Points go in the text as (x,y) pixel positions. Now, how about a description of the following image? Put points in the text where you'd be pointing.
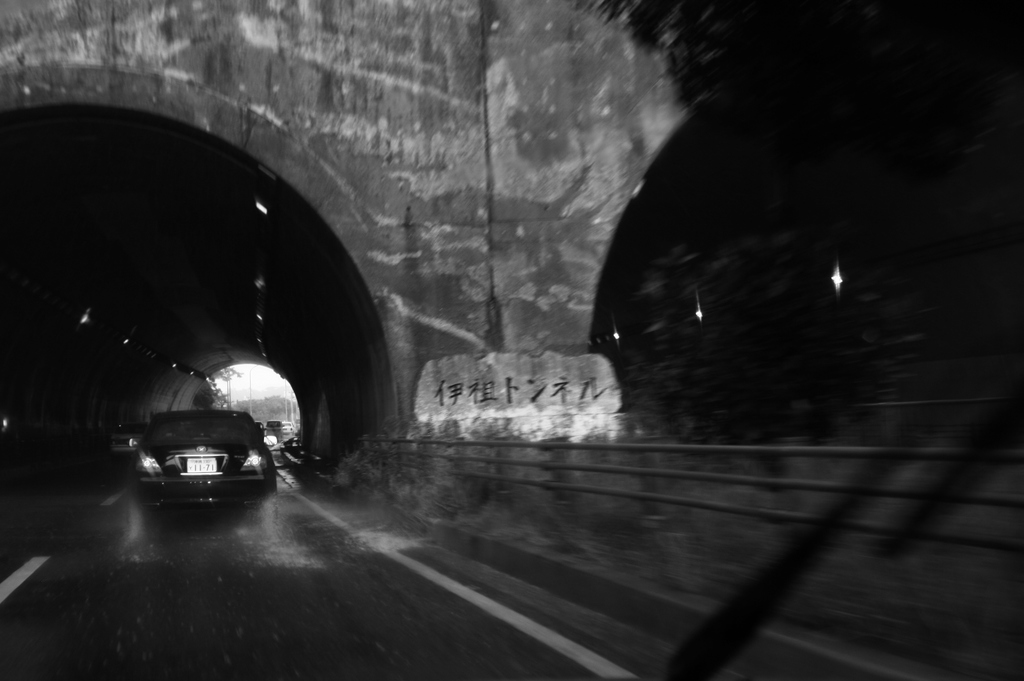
In the picture we can see a road (36,536) under the tunnel (73,184), on the road (522,638) we can see some vehicles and beside it also we can see another tunnel (710,150) with lights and a tree (682,49) near it.
